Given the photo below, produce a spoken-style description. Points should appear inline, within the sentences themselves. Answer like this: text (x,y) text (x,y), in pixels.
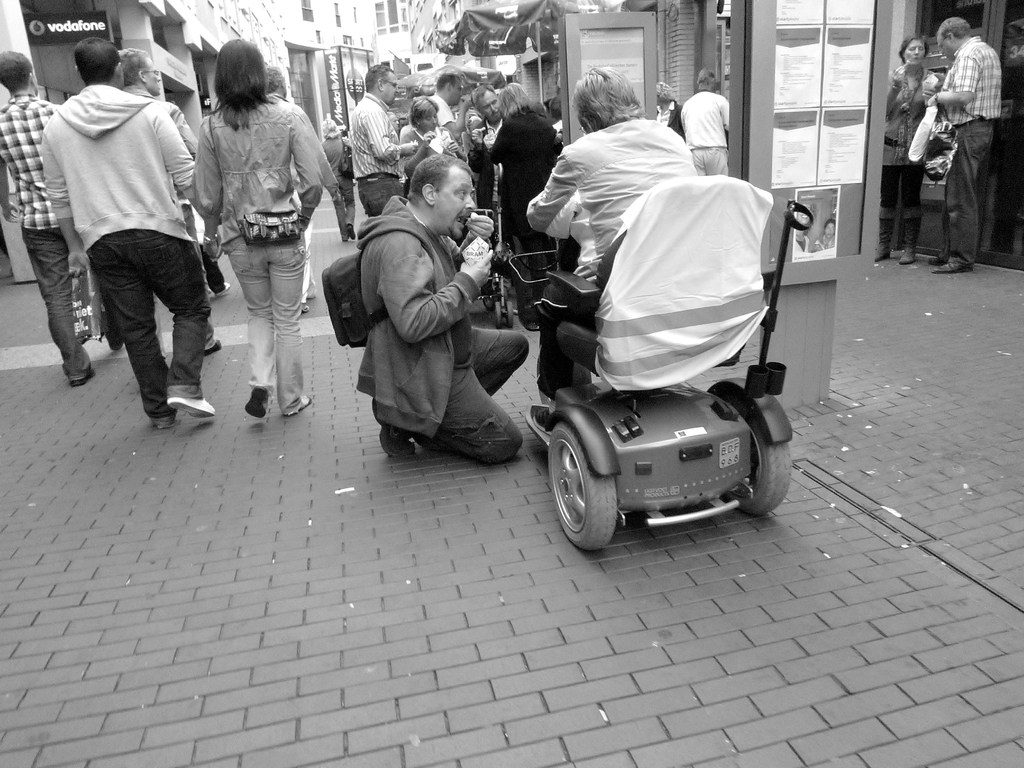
This image is a black and white image. This image is taken outdoors. At the bottom of the image (585,641) there is a floor (588,579). In the background (305,51) there are a few buildings (403,30). There are a few boards (55,25) with text (81,20) on them. On the right side of the image (888,104) a man (972,80) and a woman (889,140) are standing on the floor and a man (957,126) is holding a cover (937,123) in his hand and there is a board (829,155) with a few posts (806,133) on it. In the middle of the image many people (236,242) are walking on the floor (354,221). A man (456,379) is sitting on the floor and another man (628,204) is sitting in a wheel chair (622,235).
